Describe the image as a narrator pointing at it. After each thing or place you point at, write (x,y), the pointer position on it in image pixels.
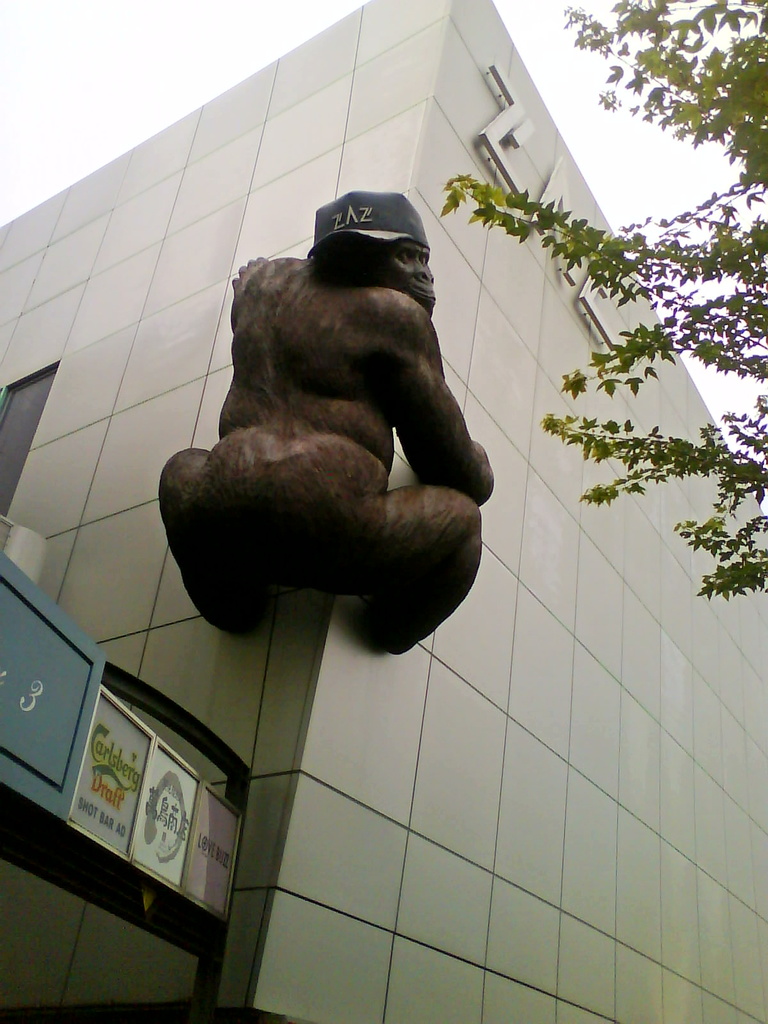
This image is taken outdoors. On the right side of the image (758,101) there is a tree (692,270). In the middle of the image (467,618) there is a building (221,395) and there is a sculpture (388,351) of a gorilla (296,454) on the wall (453,232). On the left side of the image (176,794) there are a few boards (213,841) with text (215,850) on them.
